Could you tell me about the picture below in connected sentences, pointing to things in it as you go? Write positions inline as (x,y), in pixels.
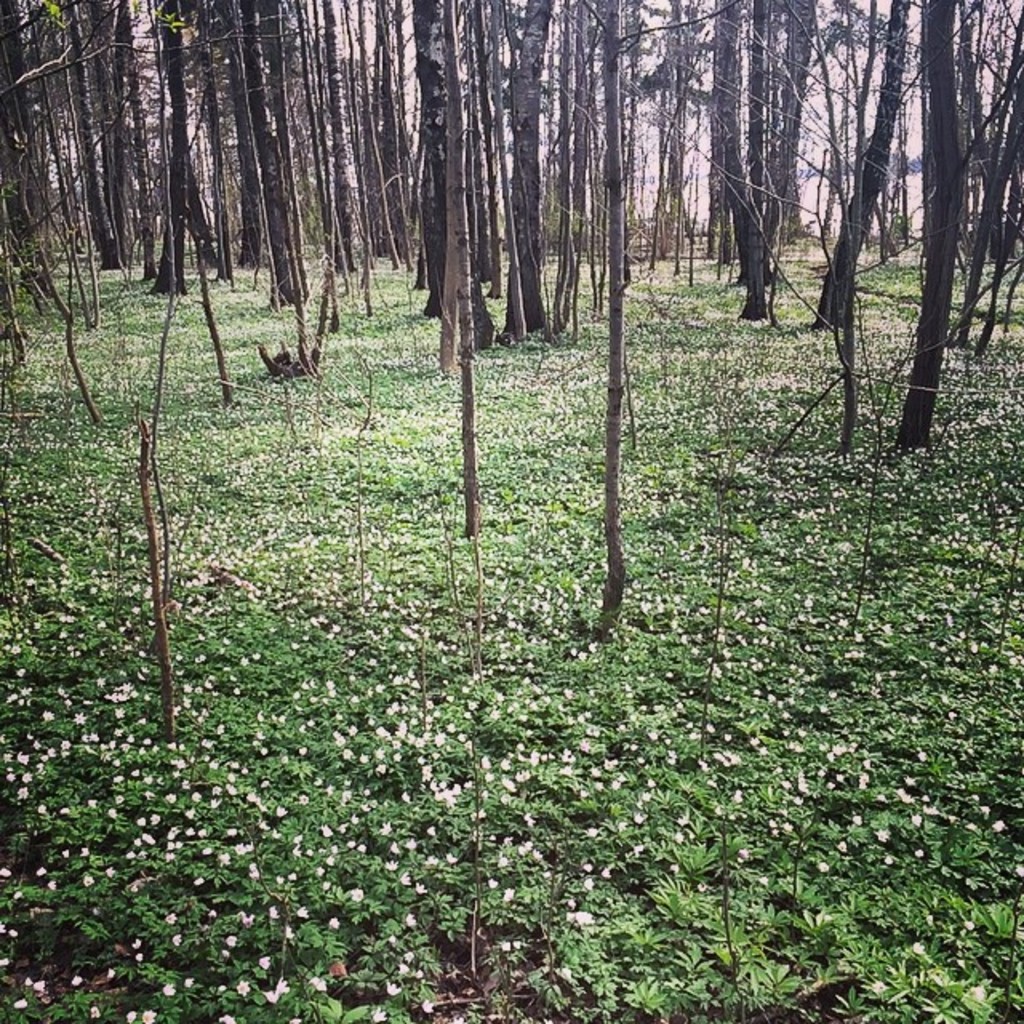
In the foreground of this image (301,957), there are plants (314,786) and flowers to it. In the background (590,163), there are trees (935,193).
